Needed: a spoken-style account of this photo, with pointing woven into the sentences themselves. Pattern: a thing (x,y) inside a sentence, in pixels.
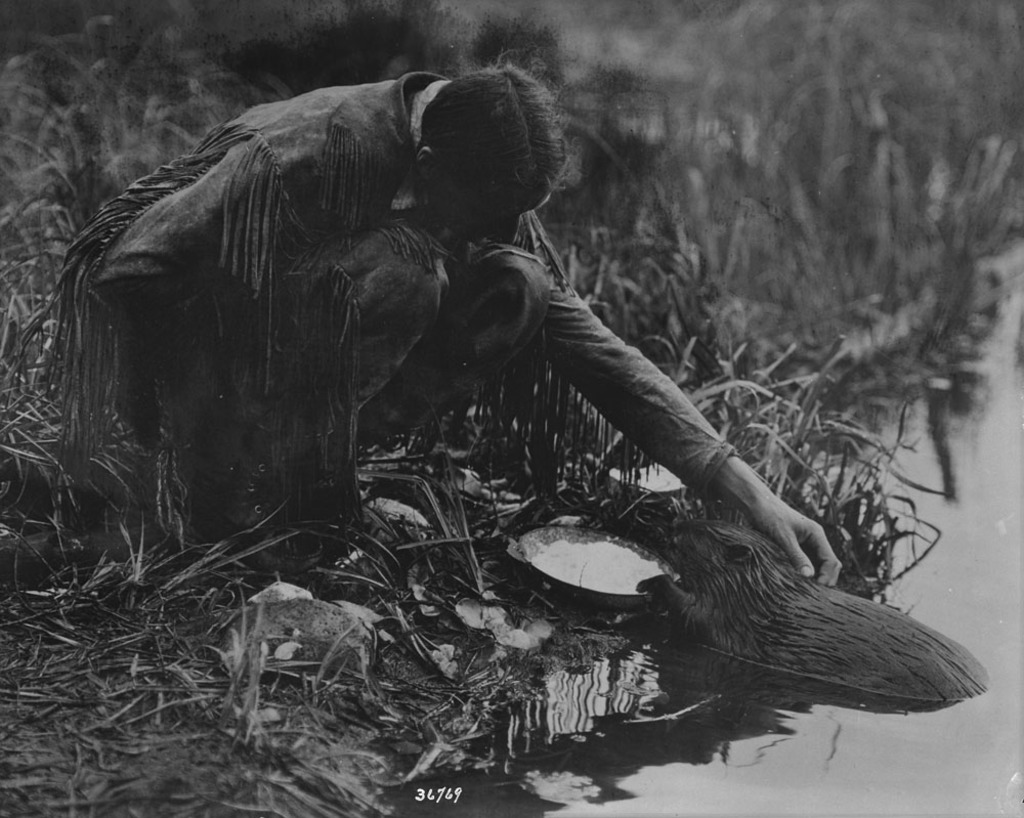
This is a black and white image where we can see this person (392,337) wearing dress (244,370) and long boots (174,526) is in the squat position. Here we can see an animal (740,649) in the water (823,734) and we can see the grass (8,339).
